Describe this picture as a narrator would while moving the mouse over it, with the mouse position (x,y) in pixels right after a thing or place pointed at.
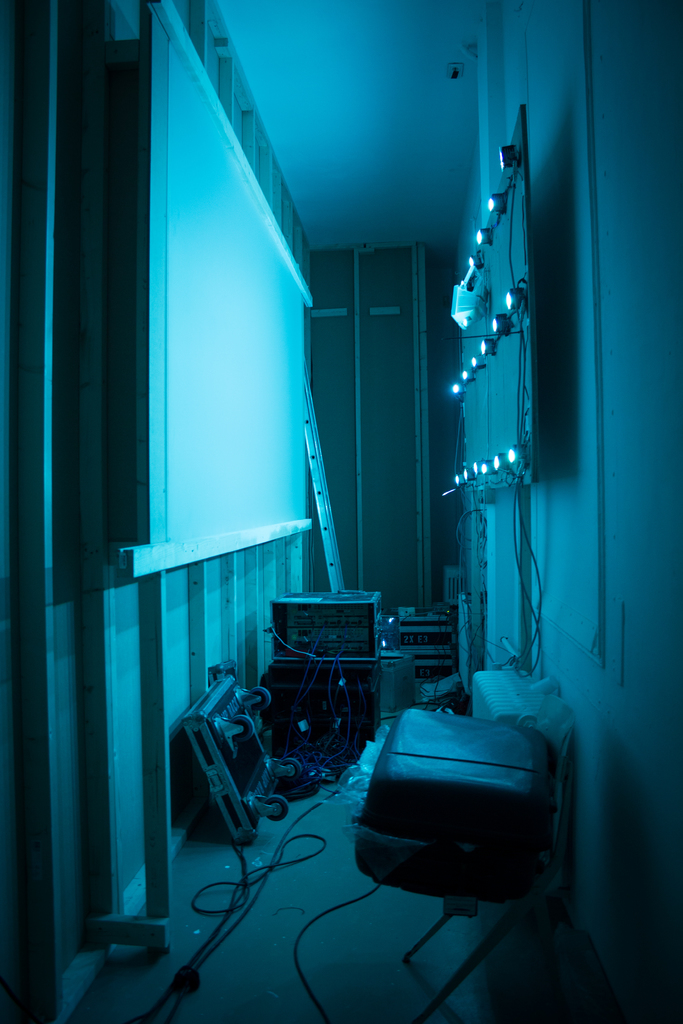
The picture is taken inside a room (572,593). In the room (201,583) there is a white board (288,393), a board (488,247) with lights (493,202), wires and few other things (448,770) are there.
